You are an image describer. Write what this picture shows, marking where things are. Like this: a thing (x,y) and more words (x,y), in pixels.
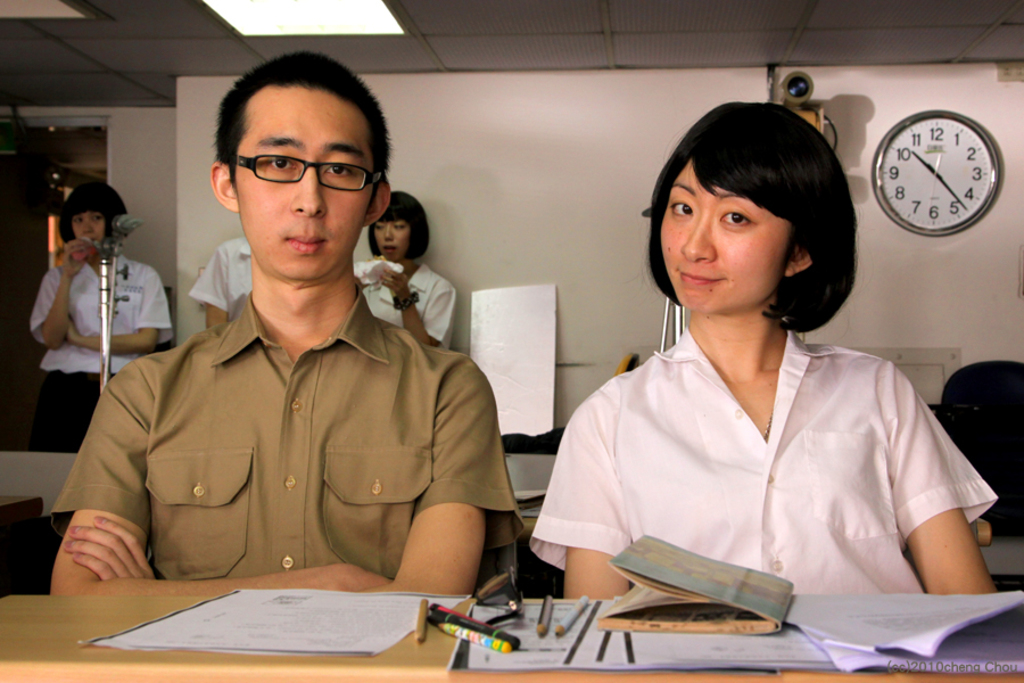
This picture is taken inside the room (485,541). In this image, in the middle (587,435), we can see two people (590,534) man (515,530) and woman (832,524) are sitting on the chair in front of the table (443,679), at that table (454,612), we can see some papers (802,631), pencil (422,614), pen (437,617). In the background (83,246), we can see three people (422,295) are standing and a clock (961,139) which is attached to a wall (825,76), camera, metal instrument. On the right side (1000,492), we can see a chair (1009,446). On the left side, we can see a table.
